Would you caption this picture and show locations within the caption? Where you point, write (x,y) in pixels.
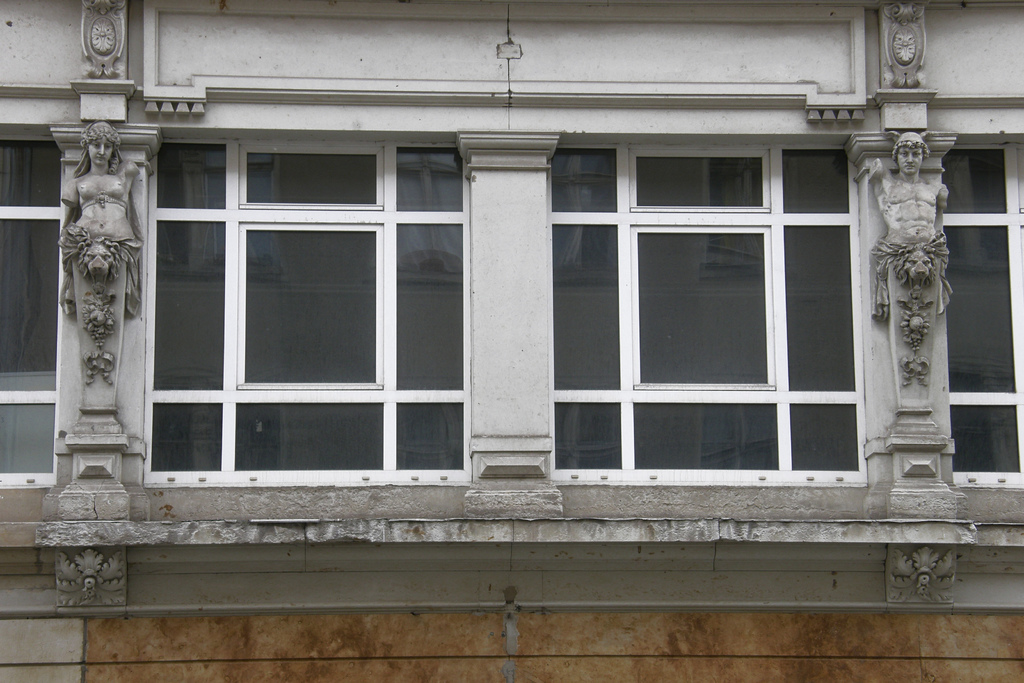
In this image there is one building (670,309) and sculptures (894,238), and in the center (559,374) there are glass windows (668,357).
